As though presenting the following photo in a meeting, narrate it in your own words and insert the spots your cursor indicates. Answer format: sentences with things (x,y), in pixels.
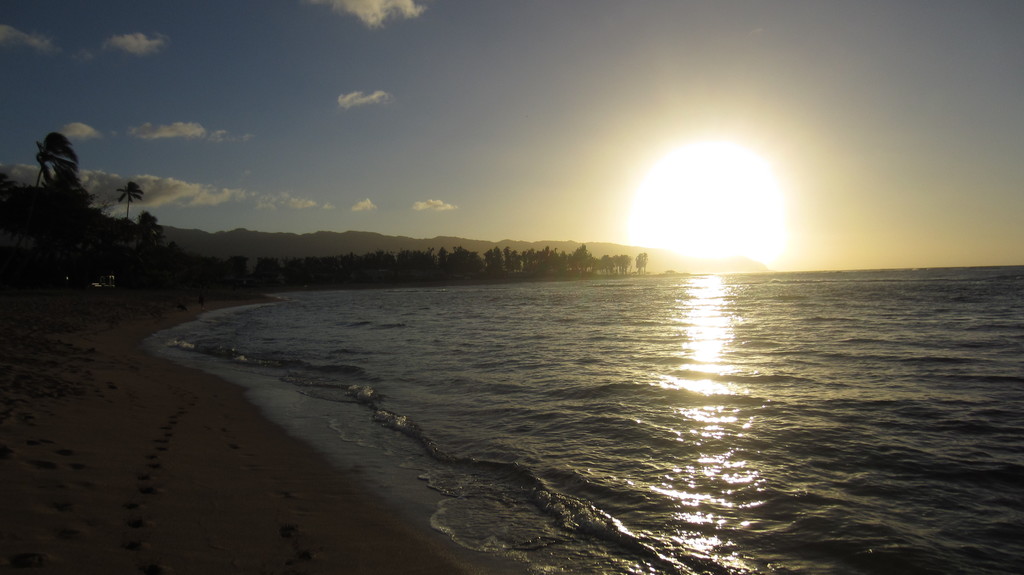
In this image we can see a sea (735,440). There is a sun (711,222) in the sky (873,151). There is a reflection (703,351) of sunlight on the sea water surface (754,352). There are many trees (456,253) in the image. There is a beach (160,438) at the left side of the image (139,470). There is a slightly cloudy sky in the image.
